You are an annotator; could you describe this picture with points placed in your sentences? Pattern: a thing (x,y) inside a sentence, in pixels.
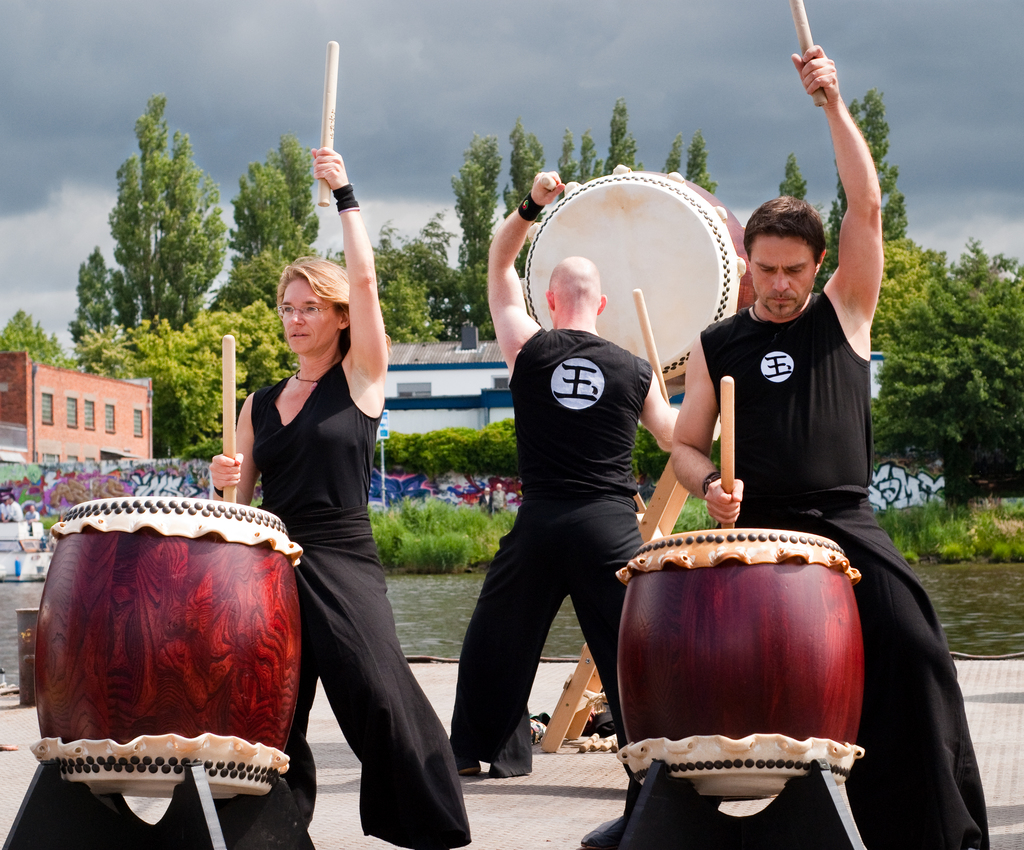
In this image we have a woman (295,765) beating the drums (93,688), a man (943,845) beating the drums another person (621,431) beating the drums (602,255) and at back ground (450,257) we have trees (157,326), building (3,361), plants (387,523), pole (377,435), sky (644,9) and water (419,650).
